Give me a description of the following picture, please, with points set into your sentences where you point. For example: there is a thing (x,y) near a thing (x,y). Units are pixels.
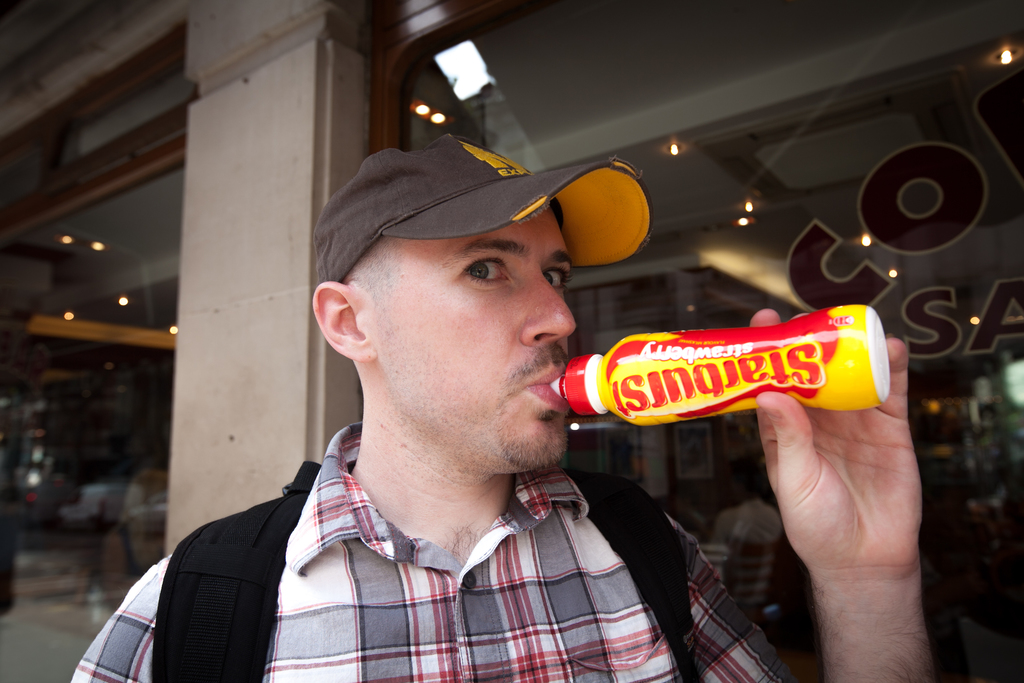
In the image there is a man (434,489) and he is drinking some drink (666,347), behind the man (419,300) there are two glasses (157,273), in between the glasses (161,293) there is a wall (200,359).
